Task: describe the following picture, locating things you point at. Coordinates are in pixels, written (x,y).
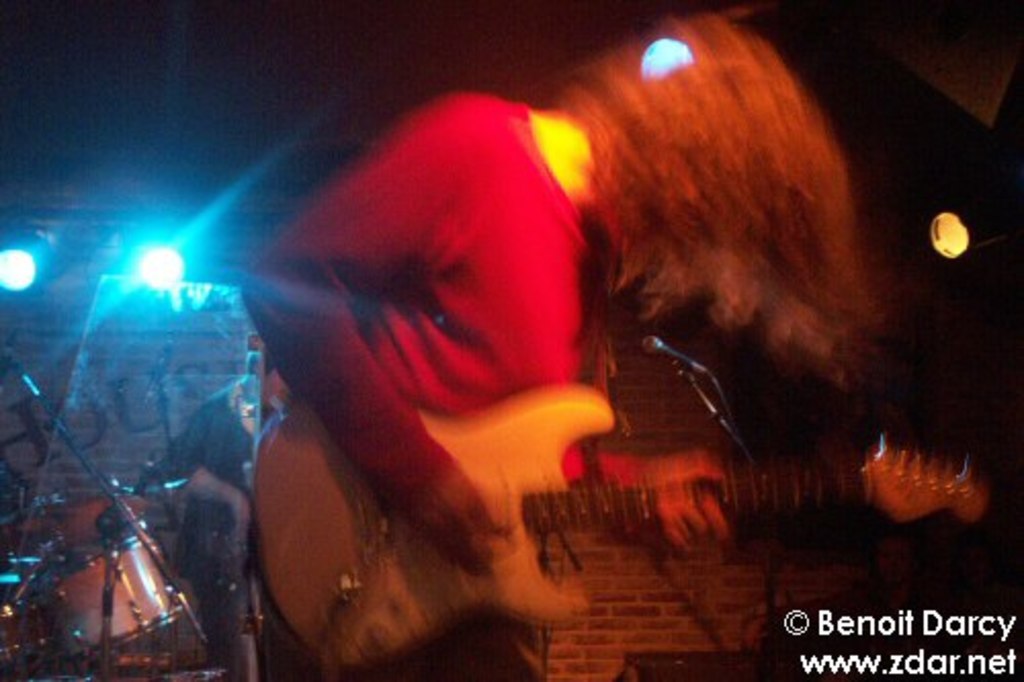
In the image we can see there are women (625,219) who is standing and holding guitar (730,504) in her hand (426,527).
